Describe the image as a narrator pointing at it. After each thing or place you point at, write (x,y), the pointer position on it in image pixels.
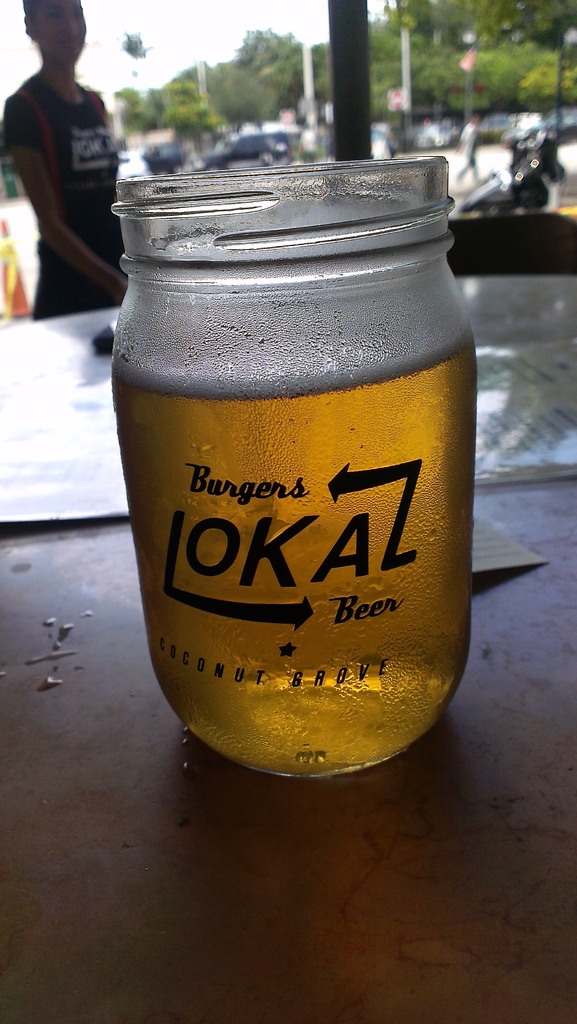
In this picture I can see a jar (327,338) of beer (223,547) on an object (536,736). I can see a person (84,133) standing, vehicles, trees (566,14), and in the background (234,4) there is the sky (259,12).
